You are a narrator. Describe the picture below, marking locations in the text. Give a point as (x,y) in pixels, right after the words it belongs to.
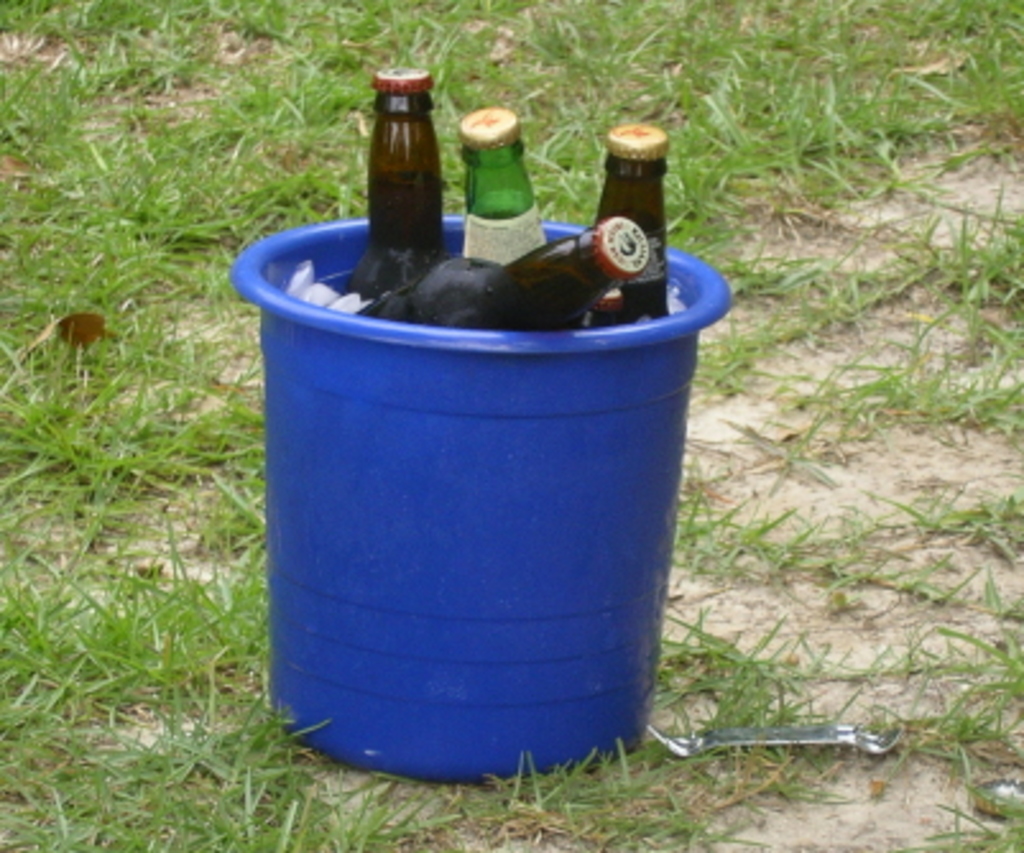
Bucket (515,456) contains bottles (510,248) and this is grass (134,266).
